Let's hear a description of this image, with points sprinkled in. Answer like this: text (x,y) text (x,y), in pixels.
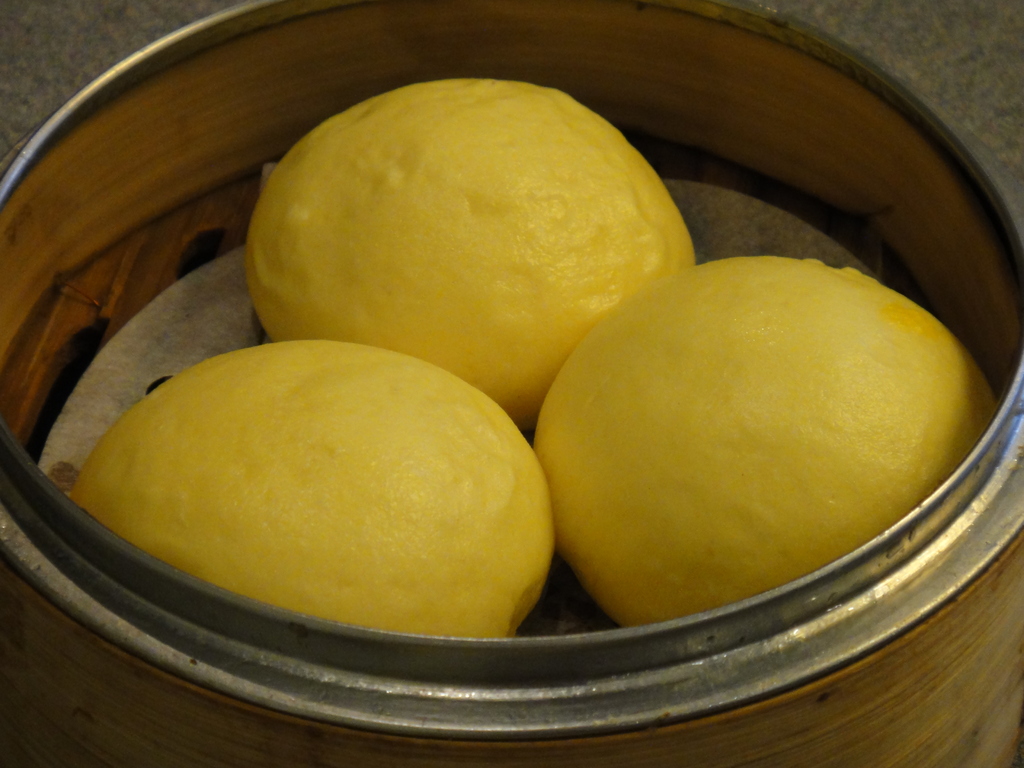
In the image there is a steamer (130,740) and in that steamer (288,128) there are three buns (659,381).
